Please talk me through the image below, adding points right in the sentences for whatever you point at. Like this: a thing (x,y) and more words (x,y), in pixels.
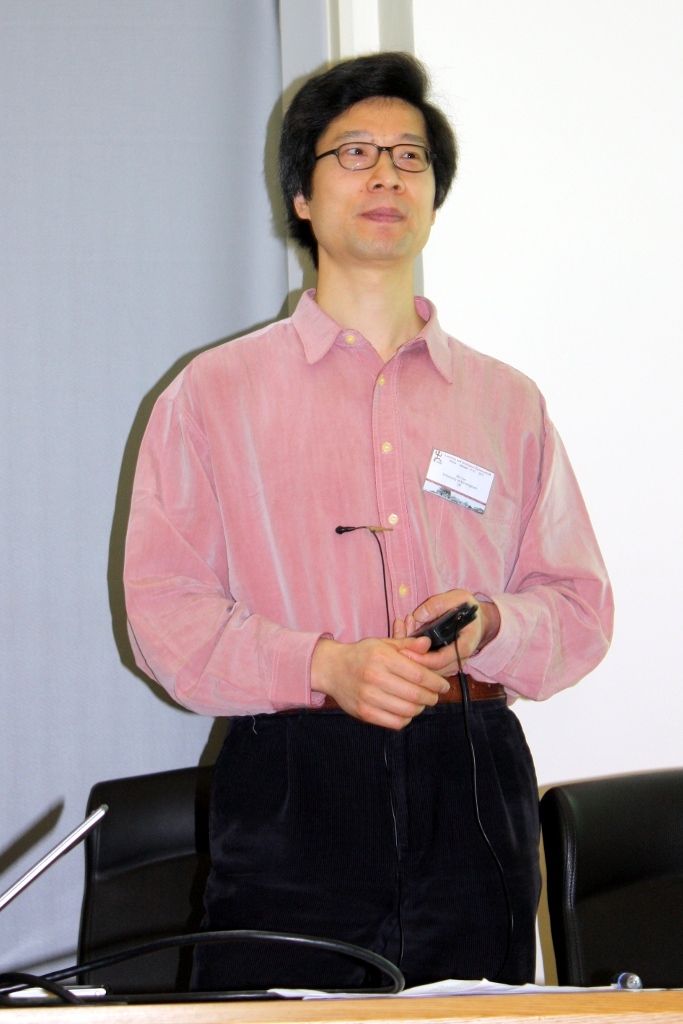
In the middle of the image (368,570), a person (240,717) is standing and holding an object (438,636). The background wall (131,191) is grey and white in color. At the bottom (183,826) chairs (112,881) are visible and half table (672,997) visible. This image is taken inside a office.
